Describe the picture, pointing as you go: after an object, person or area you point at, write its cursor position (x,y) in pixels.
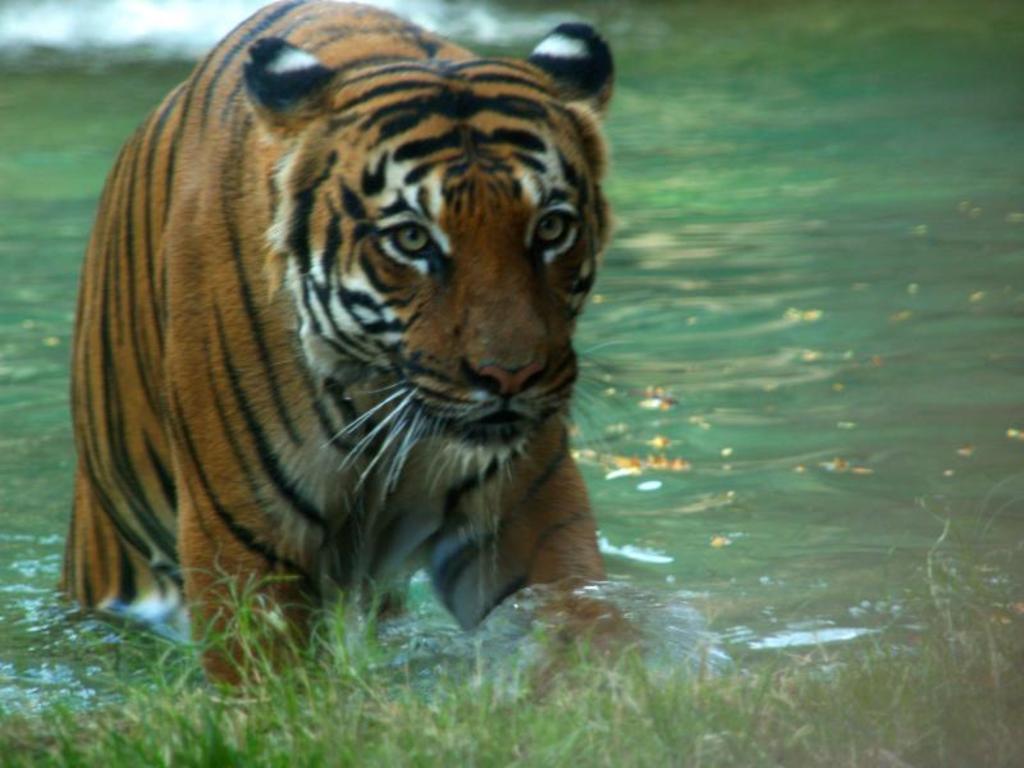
In this image I can see the tiger (276,318) in brown, black and white color. I can see the water (829,591) and the grass (302,703).
